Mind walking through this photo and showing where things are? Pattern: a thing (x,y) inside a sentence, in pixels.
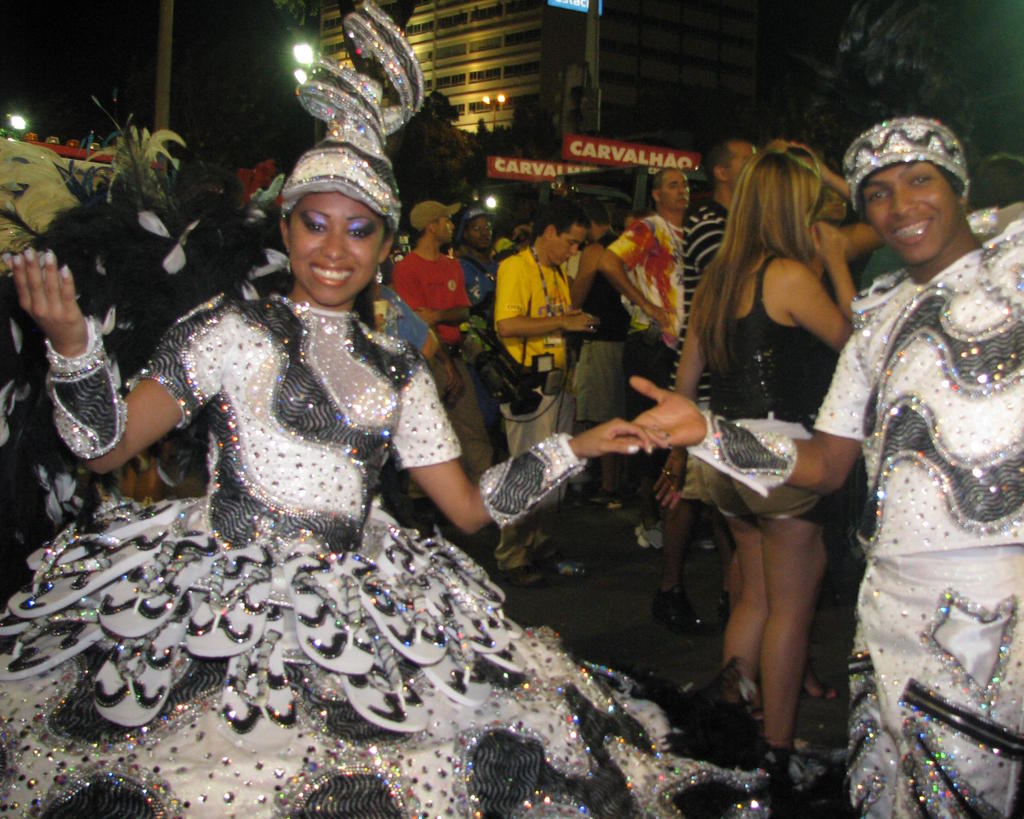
In this image, we can see two persons (451,720) wearing fancy dresses (375,572). There are some persons (420,249) in the middle of the image (466,395) standing and wearing clothes (420,262). There is a building (505,79) at the top of the image (664,38).
